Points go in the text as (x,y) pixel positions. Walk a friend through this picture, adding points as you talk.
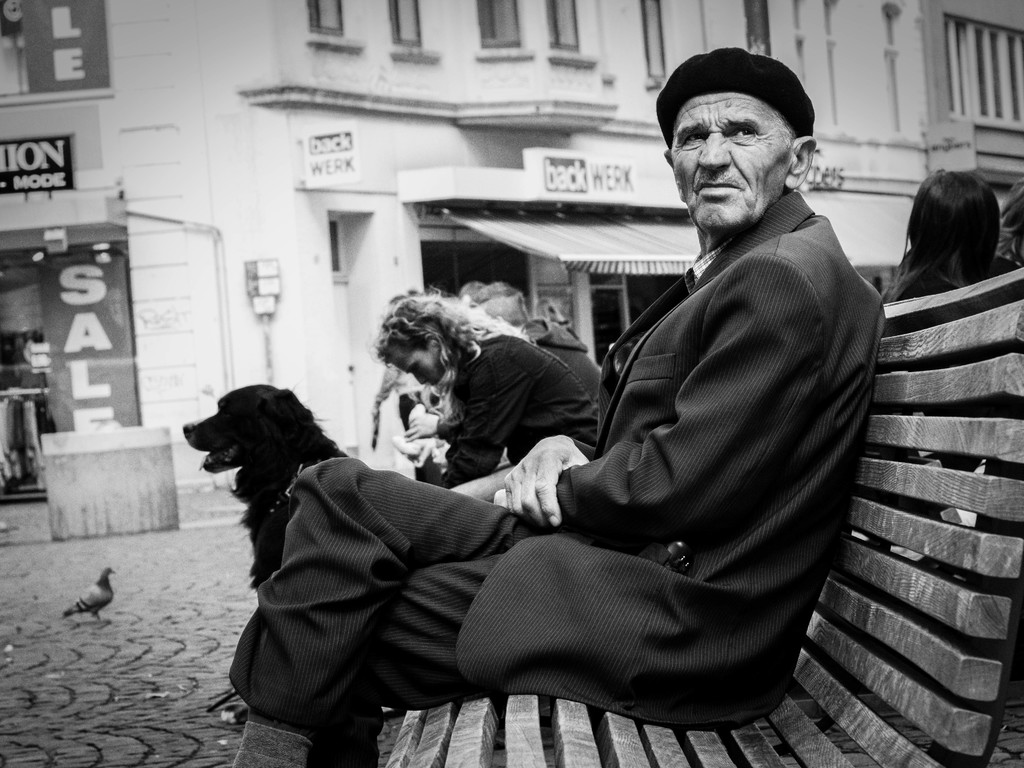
In this image, we can see an old man (691,598) is sitting on the bench (889,679) and wearing a cap (710,84). Background (22,305) we can see few people (977,217), dog (251,503), buildings (312,245), shop hoardings (631,197), pipes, walls (274,383), windows (1018,94), shed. On the left side of the image (148,616), we can see a bird (96,609) is there on the footpath (171,555).
